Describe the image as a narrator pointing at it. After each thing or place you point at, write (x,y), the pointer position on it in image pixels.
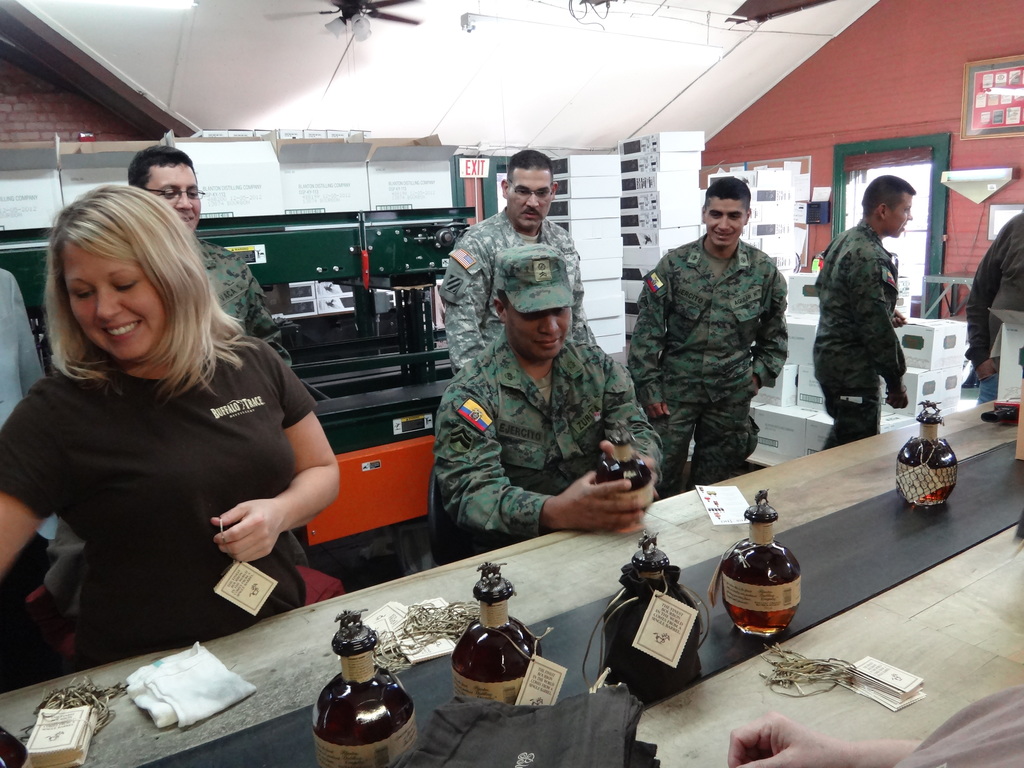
In this picture we can see a few bottles (331,721) and tags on them. We can see a white cloth (162,711) and some objects (69,748) on the tables (858,632). There is a person (493,479) holding a bottle (641,487) and sitting on a chair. We can see a woman (168,404) holding an object (247,573) in her hand (264,504) on the left side (195,488). We can see a few people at the back (751,413). There is an equipment (340,484) on the left side (15,252). We can see an EXIT sign board (466,175), boxes (629,259), frame (983,71) on a wall (823,156) and other objects (347,27) in the background (466,24).
